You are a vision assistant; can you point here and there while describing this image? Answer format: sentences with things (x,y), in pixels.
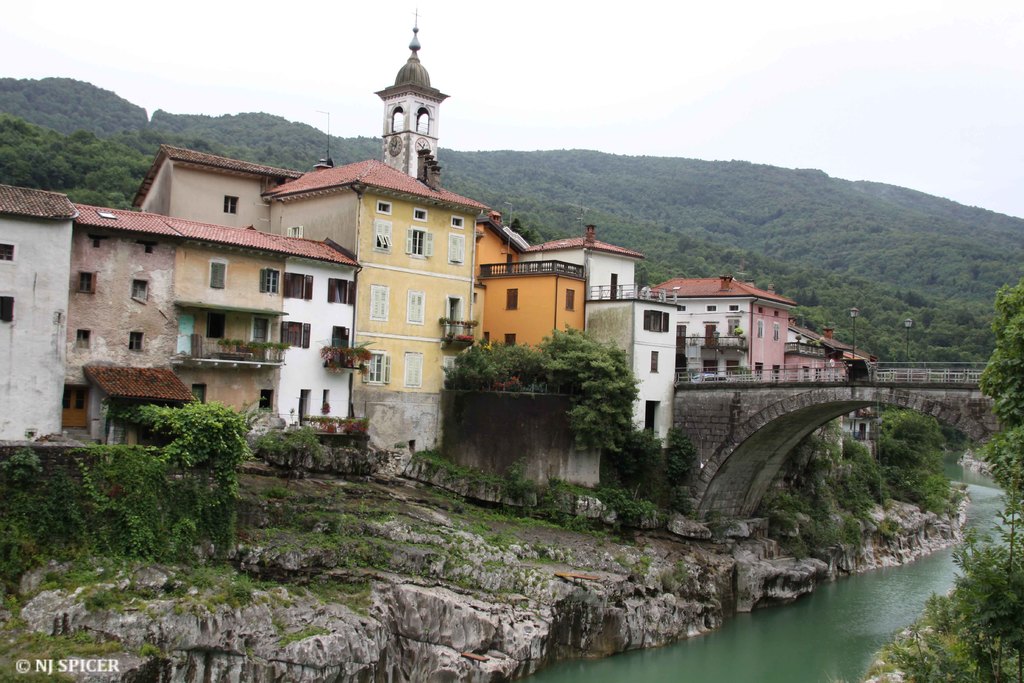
In this image in front (859,622) there is water (831,635). At the center of the image (675,432) there is a bridge (797,408). In the background (20,290) there are buildings (469,247), trees (718,206) and sky (865,29).
